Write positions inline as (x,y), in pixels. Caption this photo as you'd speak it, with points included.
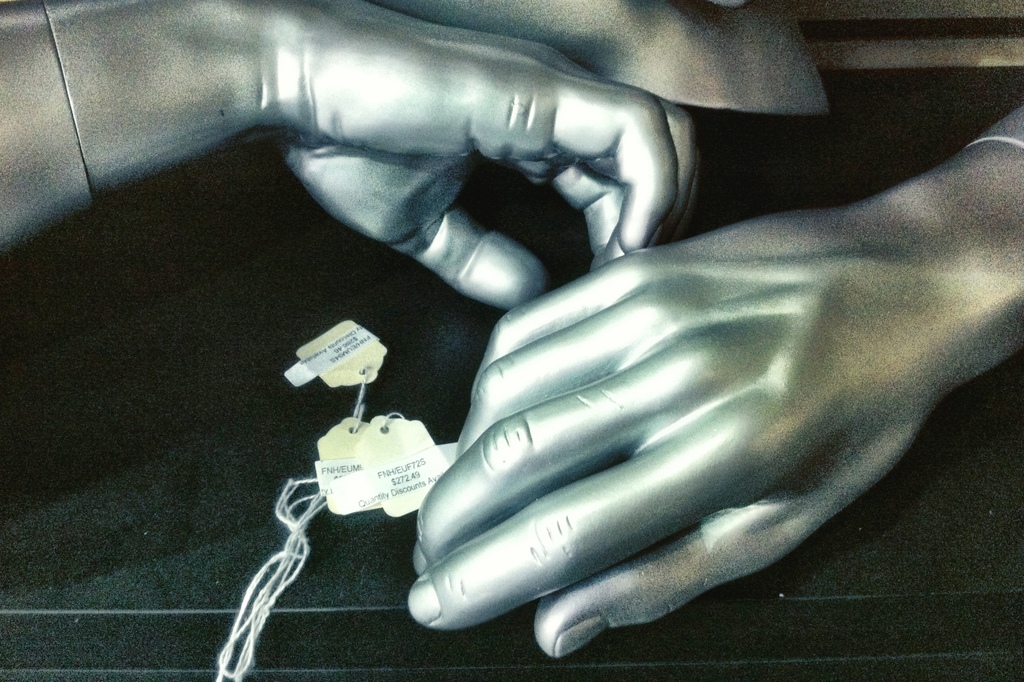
In this image I see depiction of 2 hands (673,356) which are of silver in color and I see the tags (325,357) over here on which there is something written and I see threads (292,525) tied to the tags (371,444) and all these things (786,352) are on the black surface (414,327).
